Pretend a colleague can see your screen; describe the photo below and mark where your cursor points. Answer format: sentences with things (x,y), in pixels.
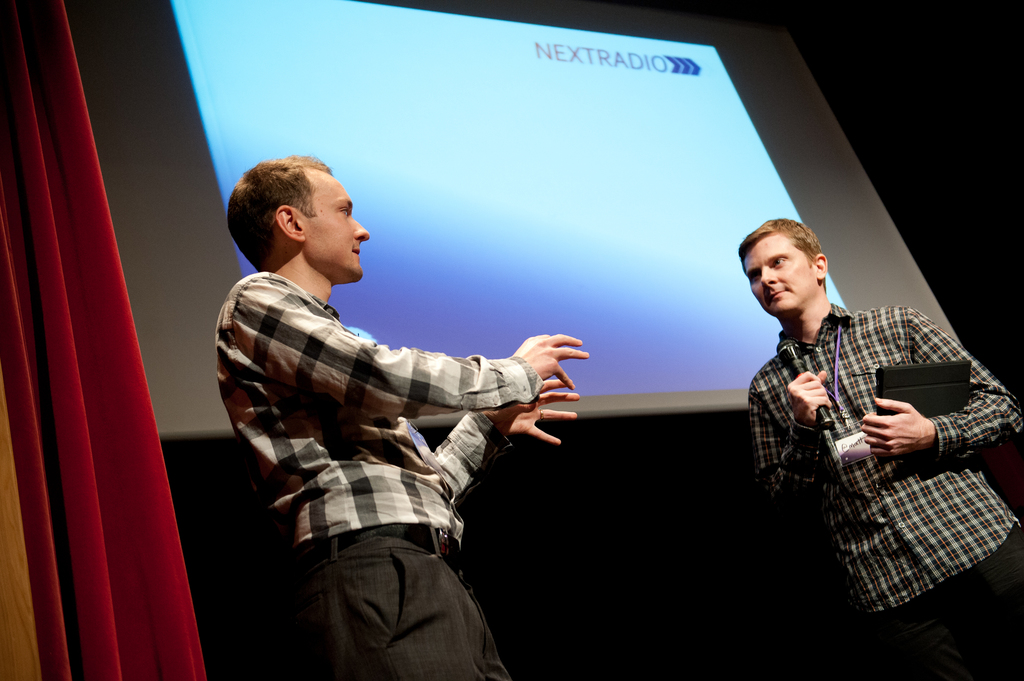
As we can see in the image there is a screen (522,314), two people (491,403) and curtain (79,382). The person (848,364) over here is holding a tablet (912,397) and mic (787,358).
